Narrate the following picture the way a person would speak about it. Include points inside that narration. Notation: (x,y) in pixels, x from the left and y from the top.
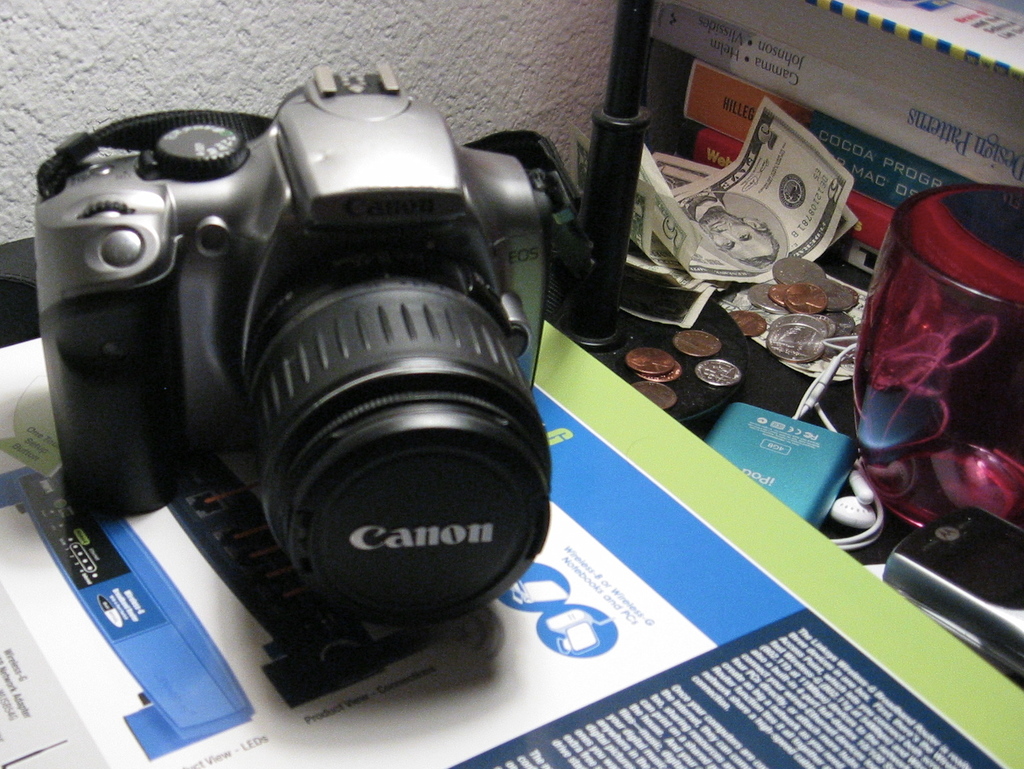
On the left side of the image (315,378) we can see a camera (383,445), and we can find few coins (783,342), earphones (811,384), mobile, papers (721,243), books (785,72) and other things (751,252) on the right side of the image (977,323).
